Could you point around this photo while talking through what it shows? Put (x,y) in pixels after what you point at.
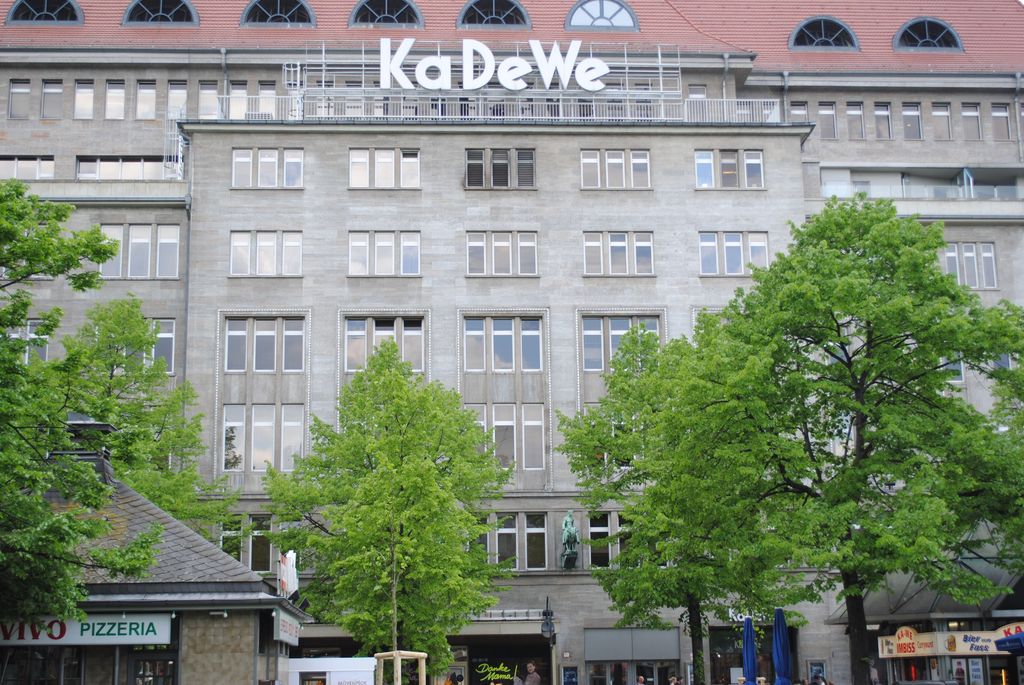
This picture is clicked outside. In the foreground (894,681) we can see the text (490,671) and some pictures (539,667) on the boards (63,642) and we can see some persons like things (676,679) and we can see the trees (697,628), sculptures (574,553) of some objects (568,531) and we can see the building (443,219), text (465,68) attached to the building (639,76) and we can see the metal rods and many other items (778,667).
